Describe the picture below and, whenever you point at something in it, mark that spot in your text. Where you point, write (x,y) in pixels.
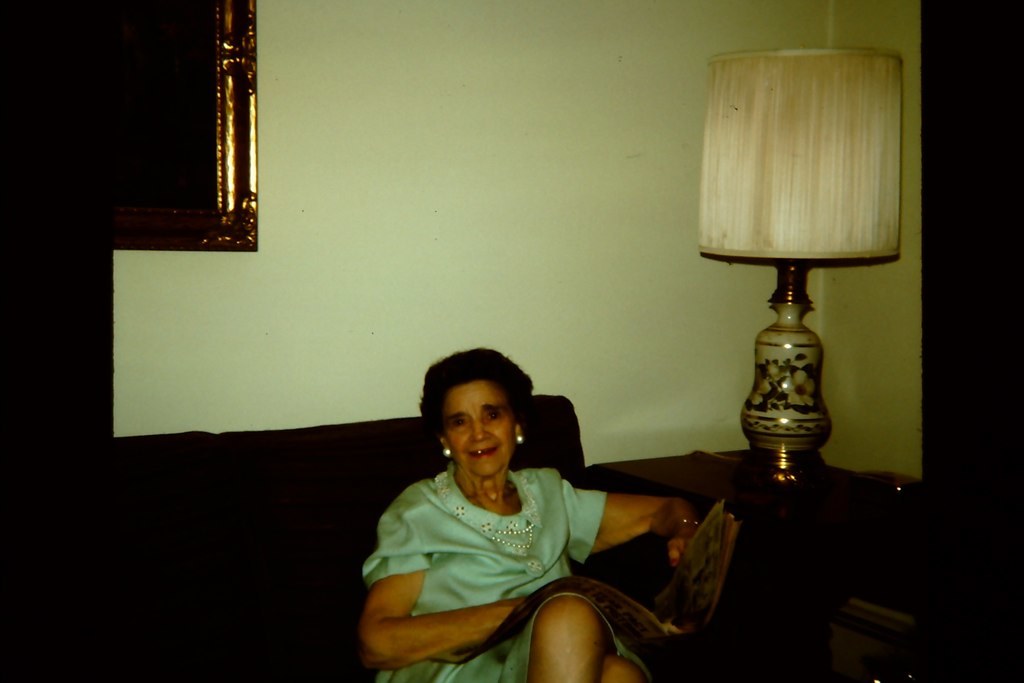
In this image we can see a lady person (490,573) wearing green color dress (478,578) holding newspaper (661,608) in her hands (677,536) sitting on a couch (326,581), on right side of the image (820,341) there is a lamp (812,391) on the table (802,519) and in the background of the image (381,268) there is a wall (370,227).
